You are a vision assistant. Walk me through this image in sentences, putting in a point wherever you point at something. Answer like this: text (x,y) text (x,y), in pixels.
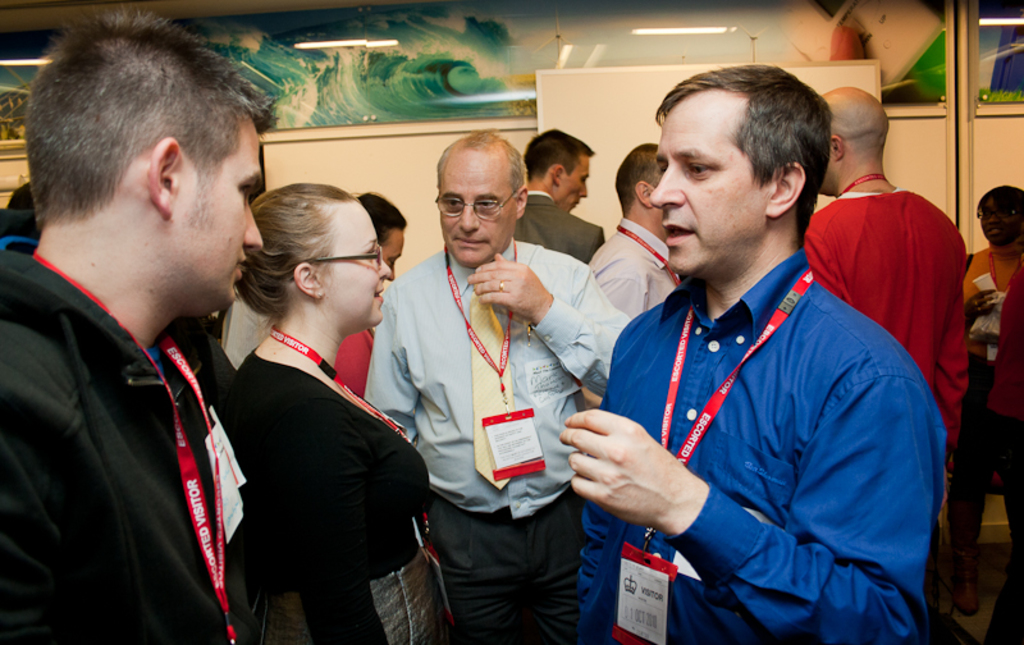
There are many people (560,262) and they are wearing a tag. In the back (367,134) there's a wall (366,132). On the wall (361,66) there is a glass painting (444,65). On that we can see the reflection (312,43) of tube lights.
